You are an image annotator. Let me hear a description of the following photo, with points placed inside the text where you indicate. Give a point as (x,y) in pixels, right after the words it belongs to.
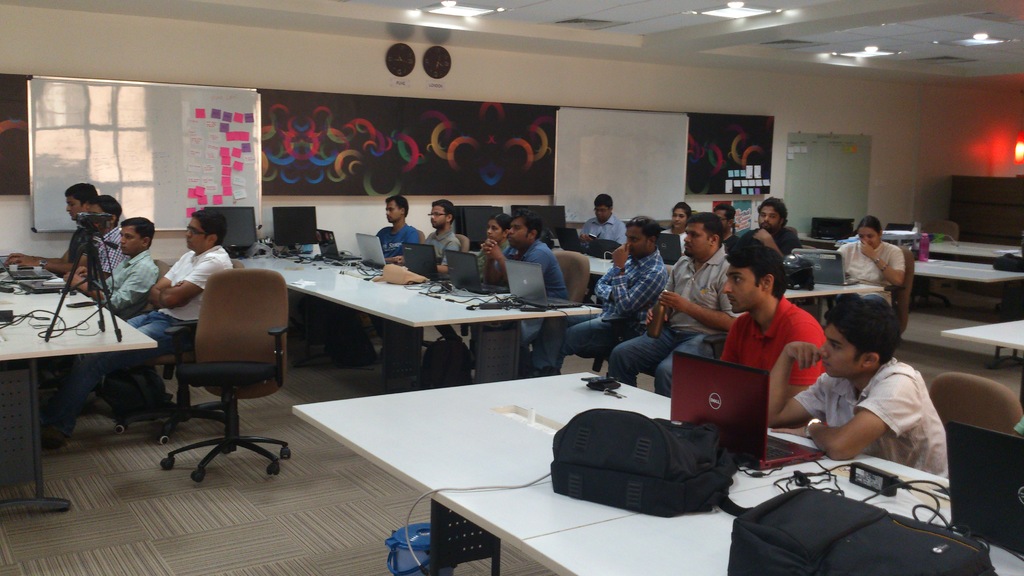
A picture of a room (858,493). Every person (129,254) is sitting on a chair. In-front of them there are tables (527,388), on table (690,540) there laptops (510,268), cables (447,293) and bags (797,496). On wall (421,69) there are different type of boards (387,153). On this board (215,195) there is a notes (243,134). On wall (378,69) there are 2 clocks (397,64). On this table (50,317) there is a camera (103,219). This is bin (404,534).
